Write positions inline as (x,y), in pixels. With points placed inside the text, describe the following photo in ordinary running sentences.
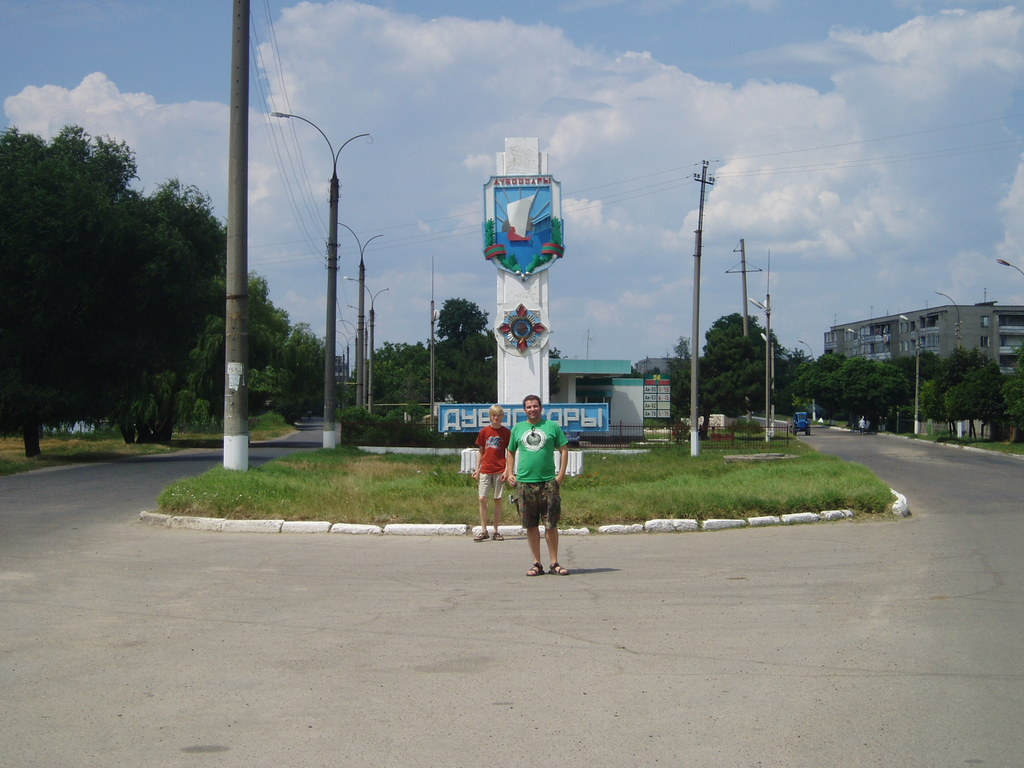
Sky (500,101) is cloudy. Here we can see buildings (925,346) with windows (925,346), trees (468,347), boards (545,210), current pole (700,181), grass (721,496), people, fence (669,428) and light poles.
